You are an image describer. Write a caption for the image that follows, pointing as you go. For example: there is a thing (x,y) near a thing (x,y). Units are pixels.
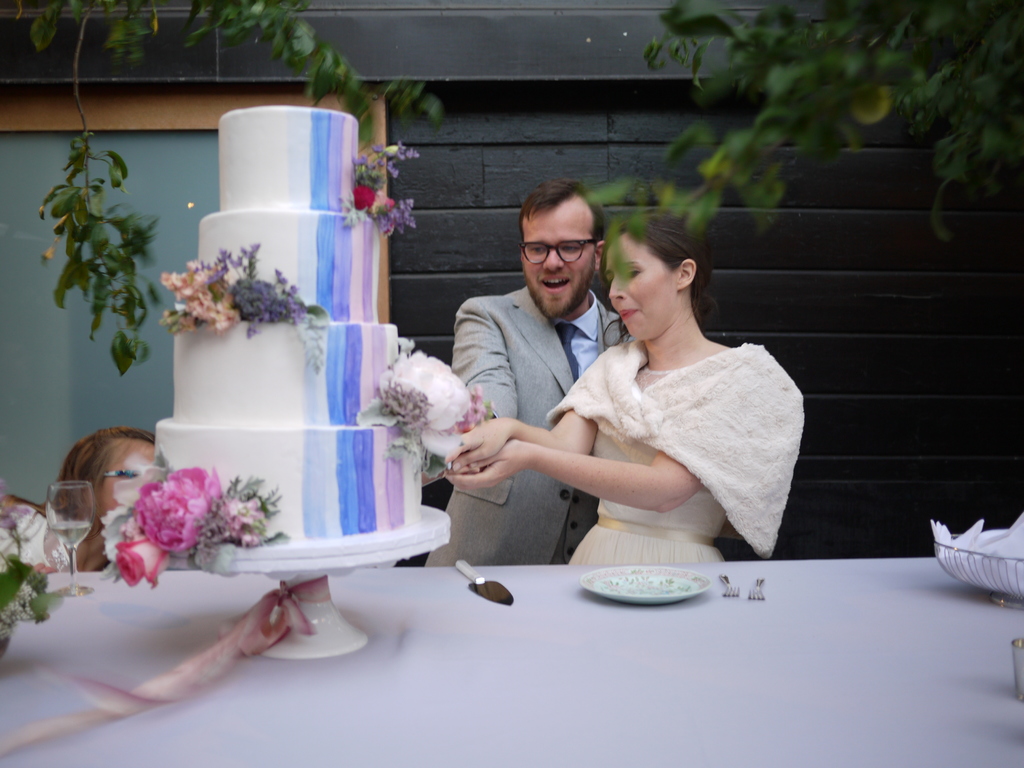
Here we can see two persons (574,184) are standing and cutting a cake (379,506) and in front (533,645) there is the table (519,593), knife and a plate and some other objects (153,691) on it, and at back (879,357) here is the wall (735,294).
